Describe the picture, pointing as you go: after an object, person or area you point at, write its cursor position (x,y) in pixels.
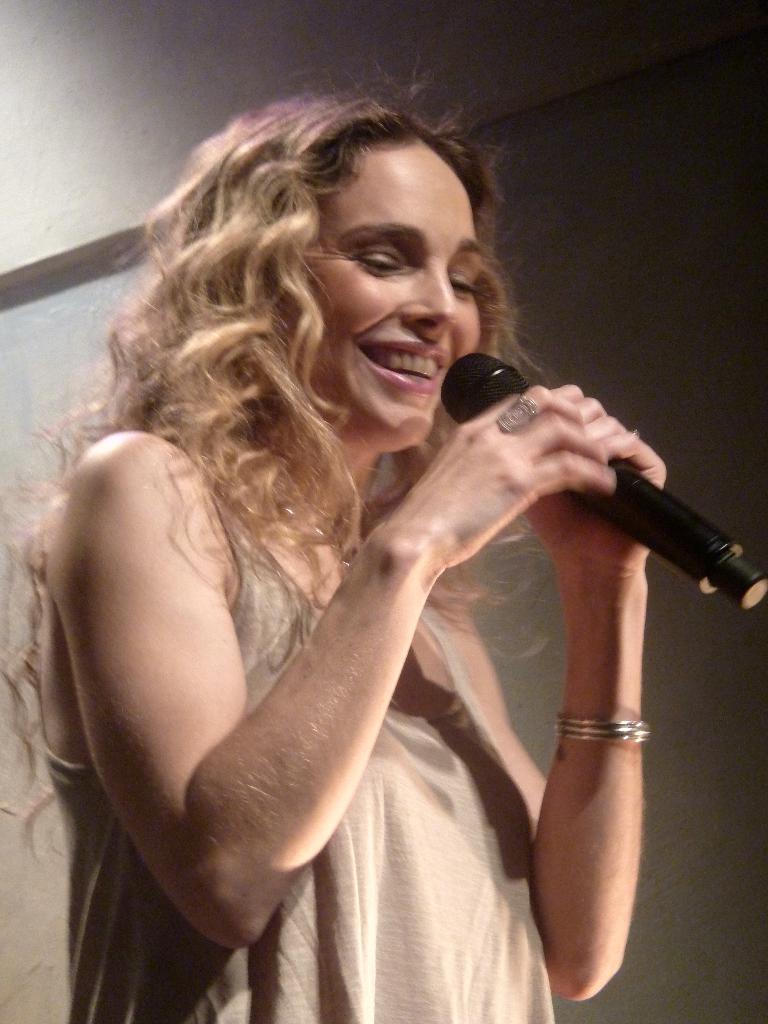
This image is taken indoors. In the background (96,271) there is a wall (731,805). In the middle of the image (387,485) there is a woman (273,612) with a smiling face (383,285) and she is holding a mic (468,399) in her hands (557,517).
